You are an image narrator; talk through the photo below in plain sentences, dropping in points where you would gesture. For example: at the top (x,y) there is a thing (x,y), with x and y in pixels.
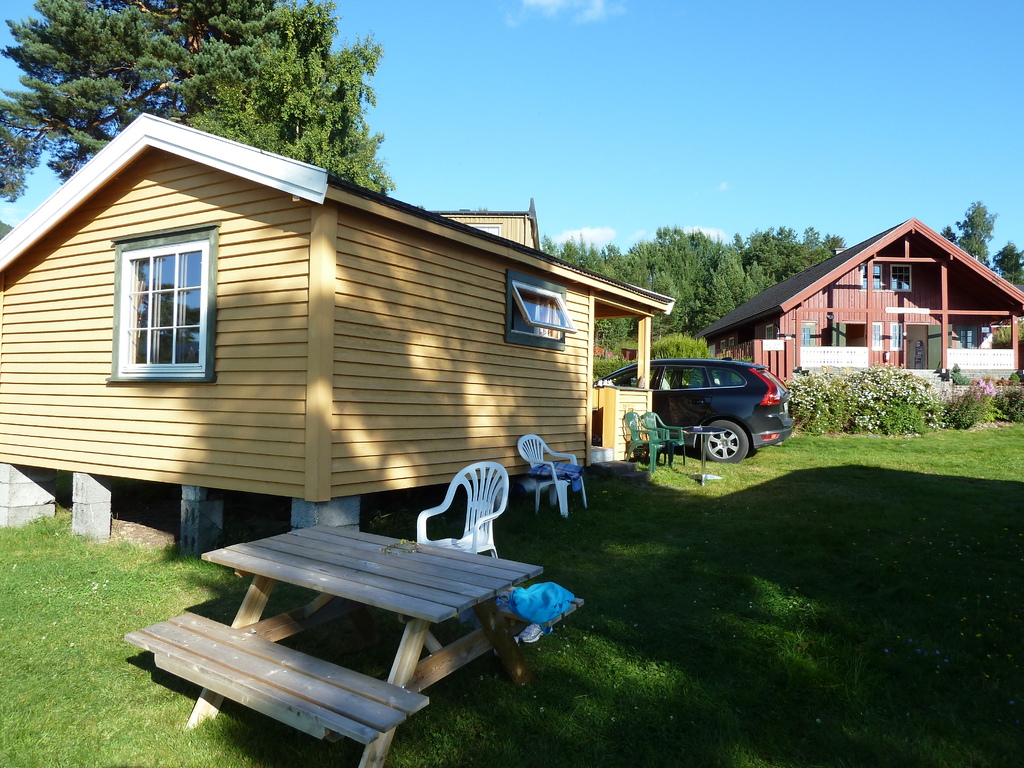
In the left middle (155,466), there is a shack (300,338). Next to that a car (661,381) is standing. At the bottom (556,515) and both side, a grass (906,567) is visible, table (525,681) and chair (472,537) is visible. In the background (208,69) top and middle, trees (691,252) are visible. The sky (757,160) is blue in color on the top (753,126). This image is taken during day time outside the house (824,343).
